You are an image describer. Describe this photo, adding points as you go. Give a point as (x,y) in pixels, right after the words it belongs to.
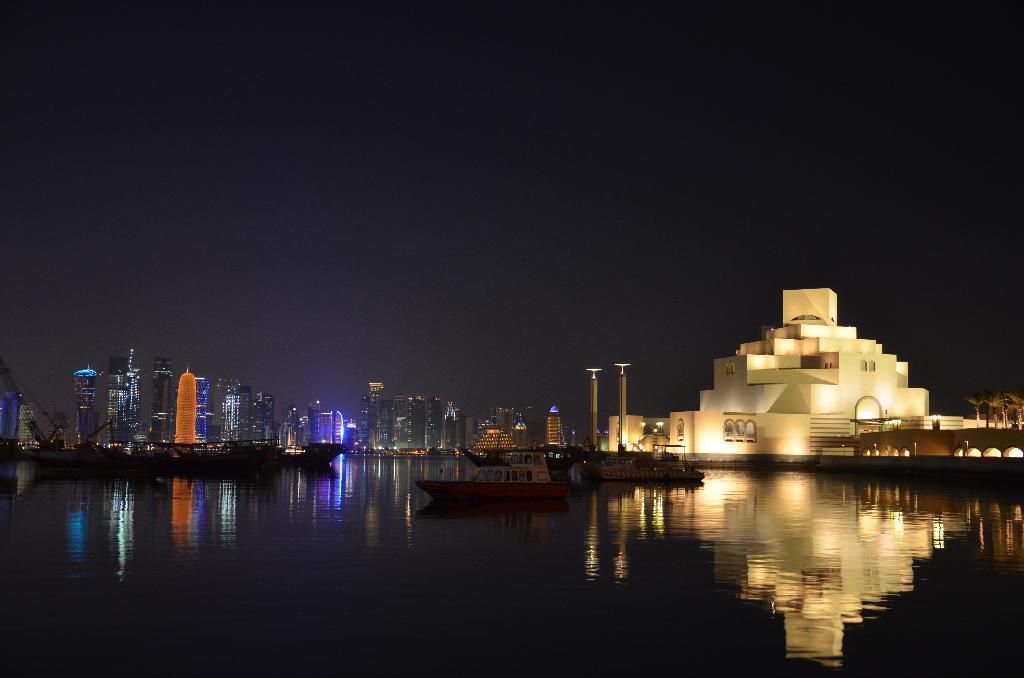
We can see boats (253,457) above the water (310,577), poles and architecture (628,449). In the background (339,406) we can see buildings (381,389), lights (198,409) and sky (764,320).
